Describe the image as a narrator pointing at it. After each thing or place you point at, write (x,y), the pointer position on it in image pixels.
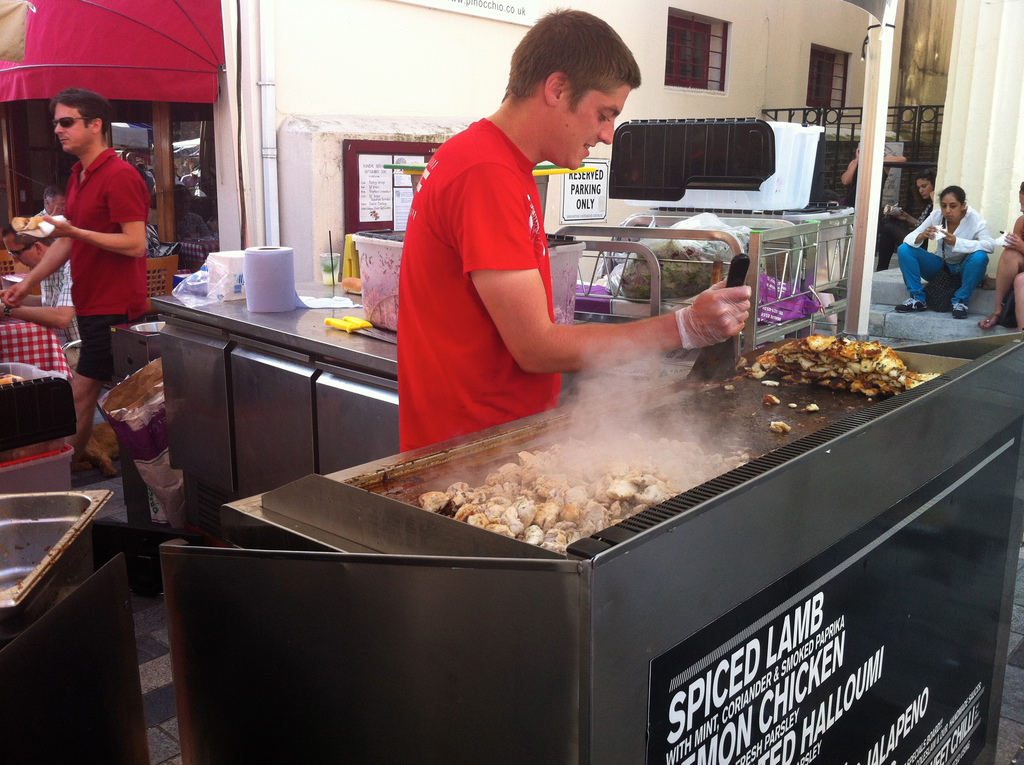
In this picture there is a man (598,105) who is wearing t-shirt (507,204), standing near to the barbecue stand (699,440). On the table (1012,435) we can see chicken pieces (774,403). On the left (94,122) there is a man (145,253) who is wearing goggles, t-shirt (91,216) and short (107,315). He is holding food (35,225). Beside him there is a man (26,247) who is sitting on the chair (75,343) and eating the food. On the right (975,262) we can see woman (958,254) who is eating food (936,225). In the back (577,212) there is a poster (606,197).
